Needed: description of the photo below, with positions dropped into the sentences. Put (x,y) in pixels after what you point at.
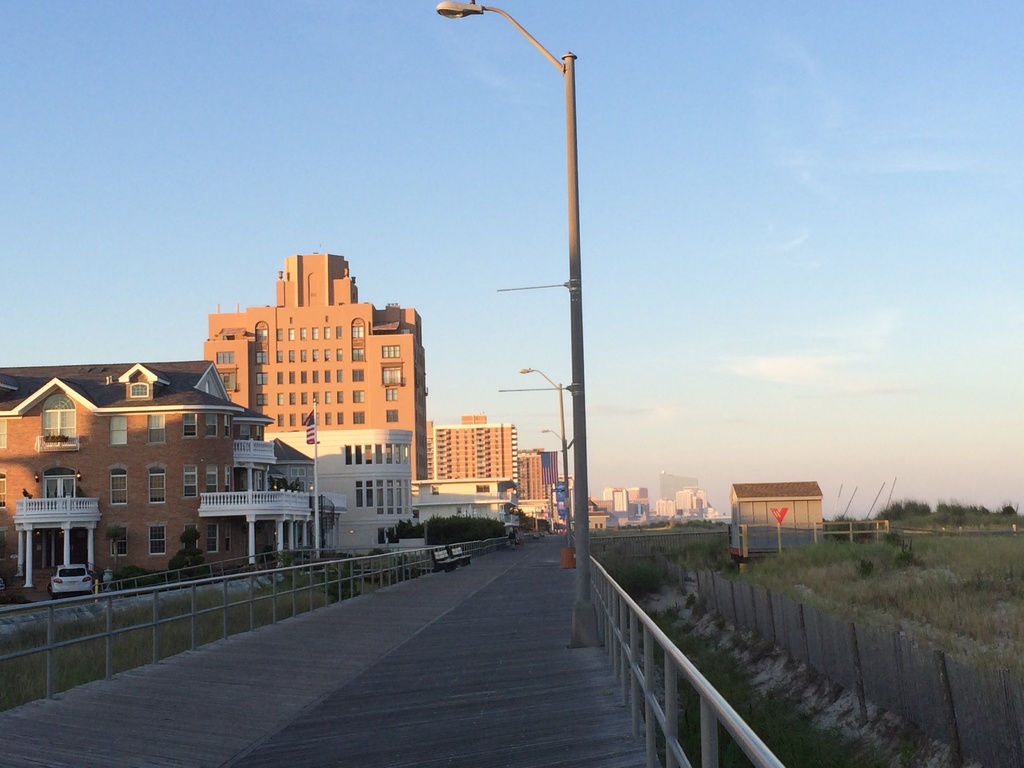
This picture is clicked outside. On the right corner (984,629) we can see the green grass (993,602) and a fence (930,652). In the center (524,369) we can see the street lights (498,10) attached to the poles (577,598) and a guard rail (274,624) and there is a flag (307,433) attached to the pole (316,418). In the background (288,193) we can see the sky (181,135), trees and buildings (371,499) and some vehicles (72,578).
